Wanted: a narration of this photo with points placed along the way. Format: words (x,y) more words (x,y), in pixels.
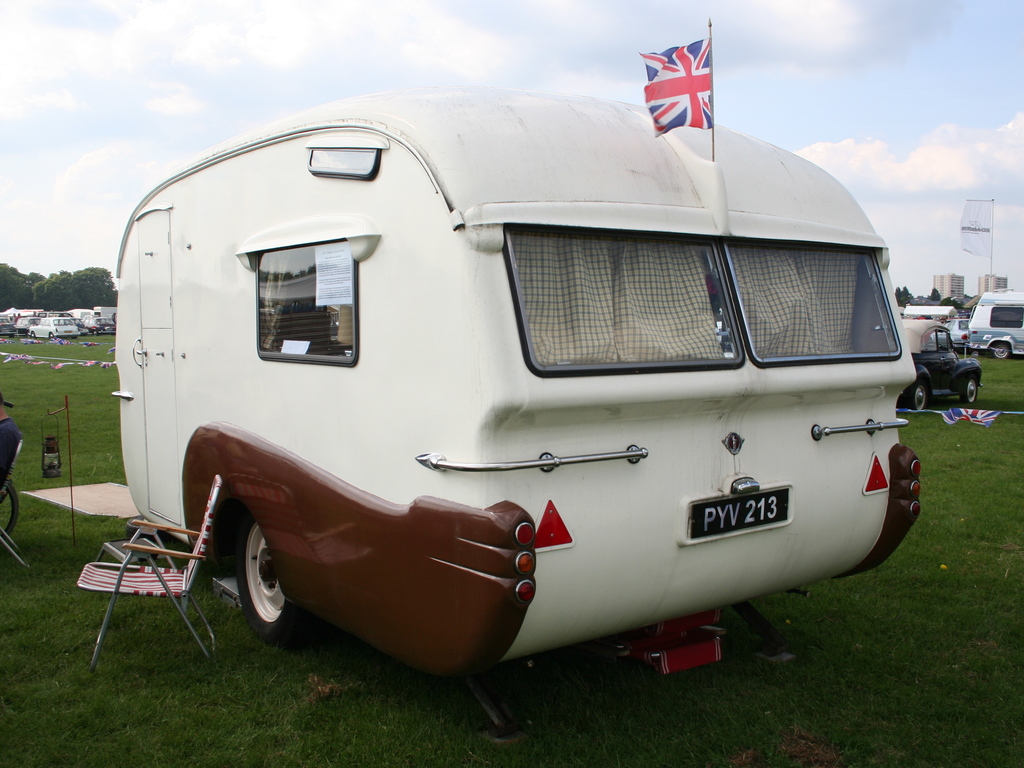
In this image there are vehicles (554,345), banner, flags (990,215), chair (202,540), lantern lamp (53,463), grass (125,673), trees (17,284), buildings (956,285), cloudy sky (129,203) and objects (101,501). Land (963,542) is covered with grass (961,591). In the background of the image (37,284) there are buildings (961,283), trees (54,282) and cloudy sky (770,112).
